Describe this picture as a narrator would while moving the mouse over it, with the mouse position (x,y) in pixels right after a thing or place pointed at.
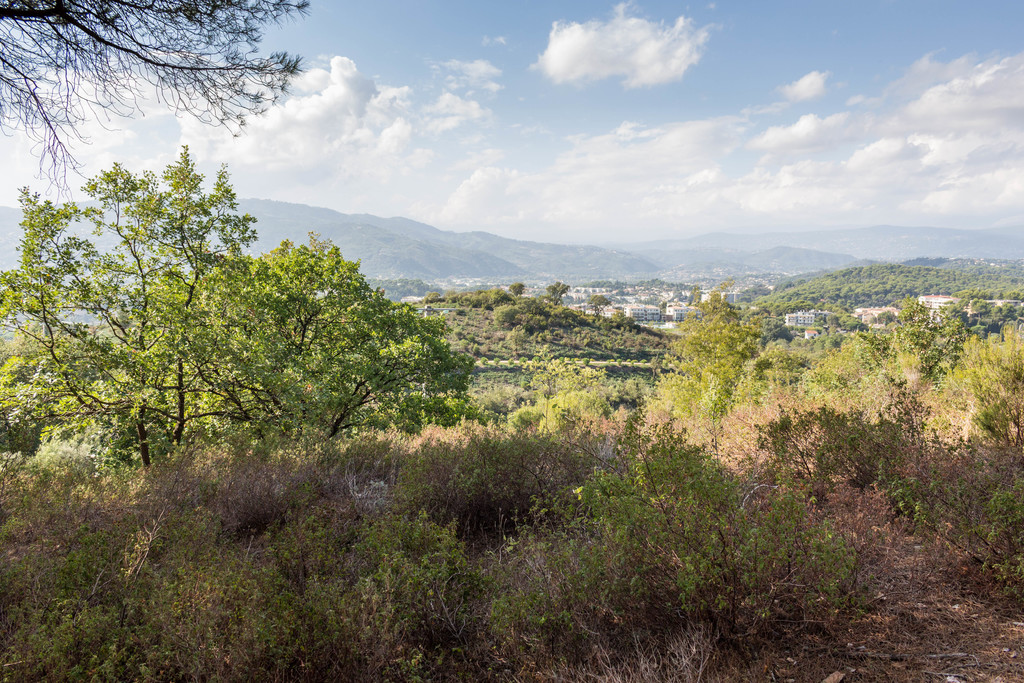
In this picture I can see trees (656,405), buildings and I can see hill (626,252) and a cloudy sky (540,138).
